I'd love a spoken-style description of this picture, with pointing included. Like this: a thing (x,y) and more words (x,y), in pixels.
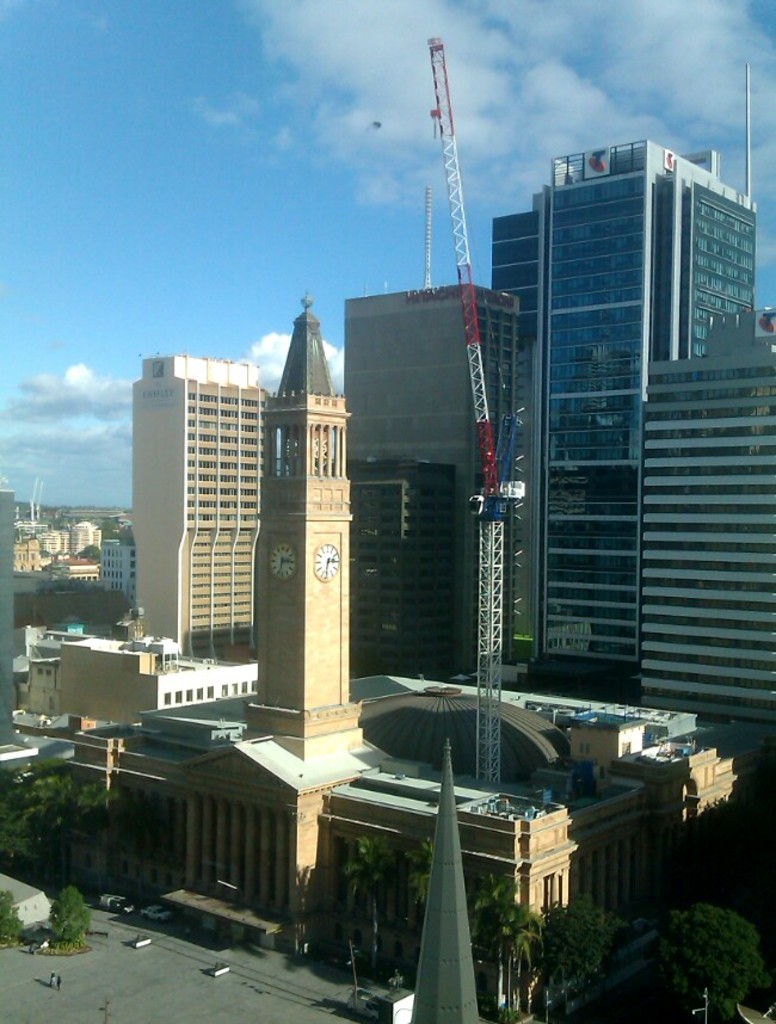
In the image in the center (273,634) we can see buildings (548,898), poles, trees (568,921), vehicles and clock tower (266,590). In the background (241,191) we can see the sky (241,191) and clouds (377,16).
